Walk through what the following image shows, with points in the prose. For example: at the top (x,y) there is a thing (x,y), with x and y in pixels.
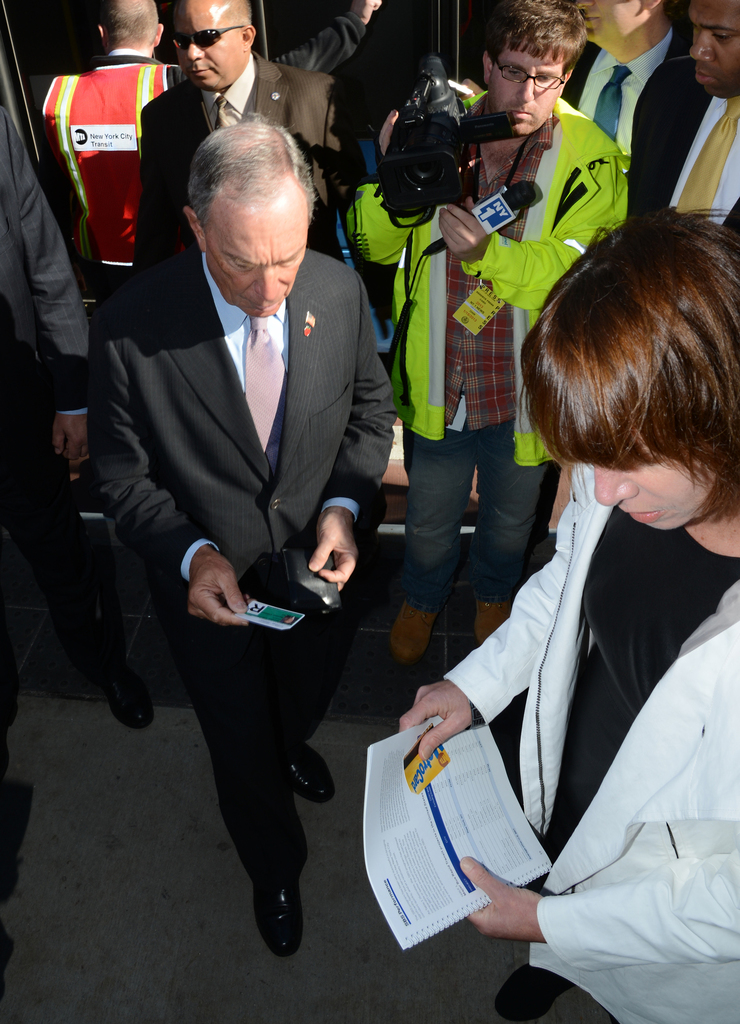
This picture seems to be clicked outside. In the foreground (277,240) we can see the group of persons (439,509) holding some objects (488,853) and seems to be walking on the ground (240,941). In the background (193,87) we can see the group of persons (284,60).
